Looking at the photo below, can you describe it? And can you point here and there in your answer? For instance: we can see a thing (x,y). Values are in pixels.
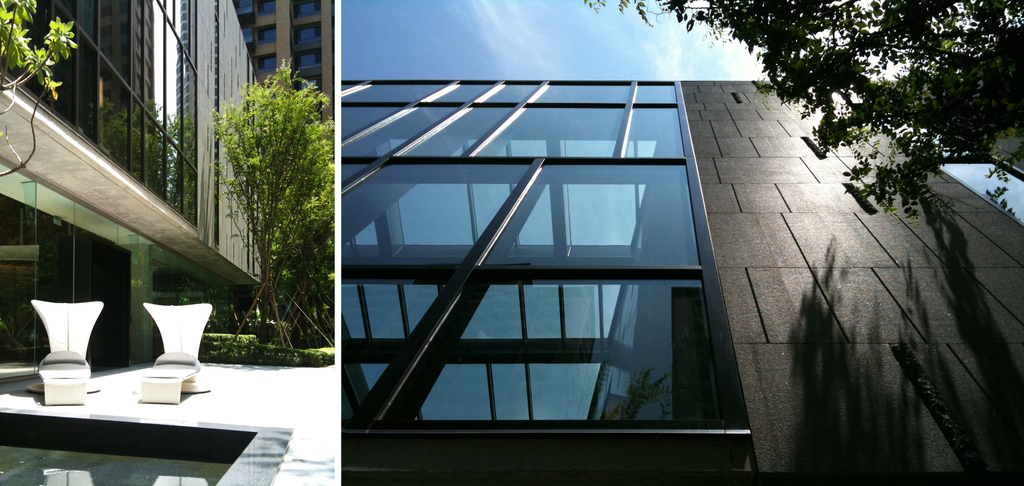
There are two images. In the first image, there are two chairs (163,372), arranged on the floor (217,407), near a swimming pool (173,453) and building (134,55), which is having glass windows (180,133), which is near plants (296,363) and trees (301,173). In the background (295,37), there is a building (294,22). In the second image, there is a building (738,95), which is having glass windows (434,262), near a tree (1004,107). In the background (675,48), there are clouds (680,48) in the blue sky (491,44).
